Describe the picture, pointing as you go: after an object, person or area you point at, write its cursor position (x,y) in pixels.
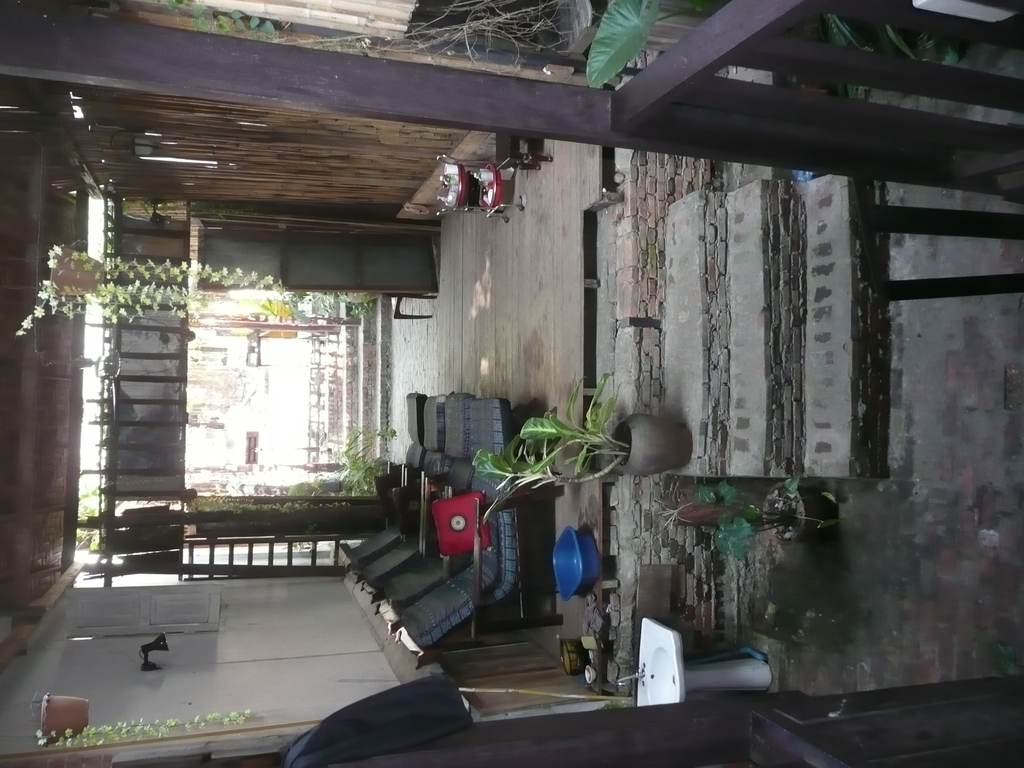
In the center of the image (589,453) there is a wall (266,139), pots (654,450) with plants (587,437), relaxing chairs (477,608), one blue color basket (577,536), sink (658,671), tap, staircase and a few other objects (141,459).
